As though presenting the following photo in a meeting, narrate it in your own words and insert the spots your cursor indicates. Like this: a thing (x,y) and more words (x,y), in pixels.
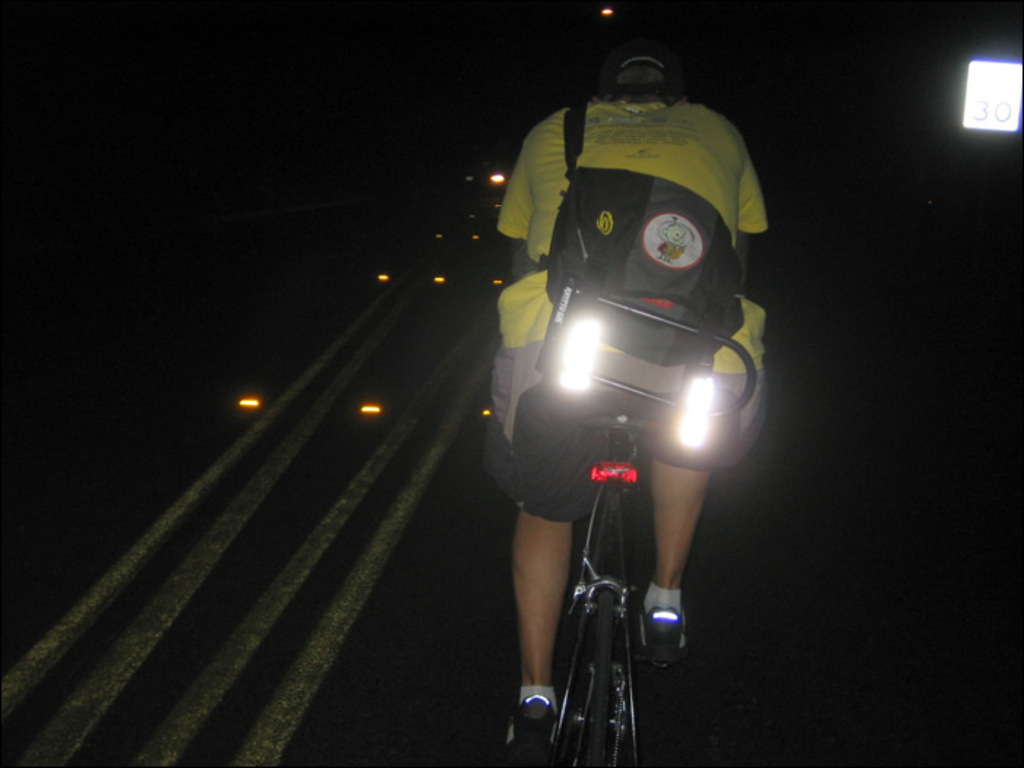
In this picture we can see a boy (513,225) wearing yellow color t-shirt (676,161) and backpack (595,227) on the back (697,183) and riding a bicycle (612,719) on the road (655,739). Behind there is a dark background (695,11).
